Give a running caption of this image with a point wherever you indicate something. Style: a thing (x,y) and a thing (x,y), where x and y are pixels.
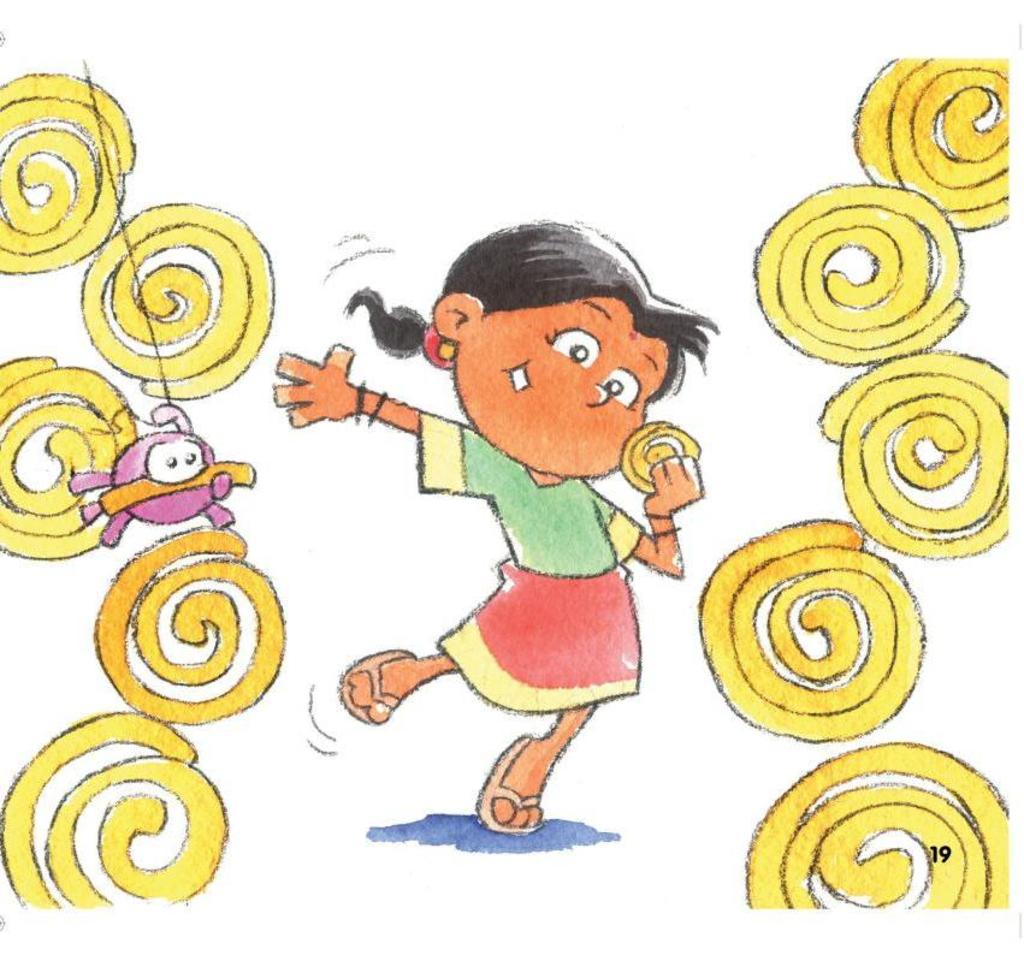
In this image we can see a drawing (564,361) of a child (512,490) holding some object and also we can see some other objects (62,88).
